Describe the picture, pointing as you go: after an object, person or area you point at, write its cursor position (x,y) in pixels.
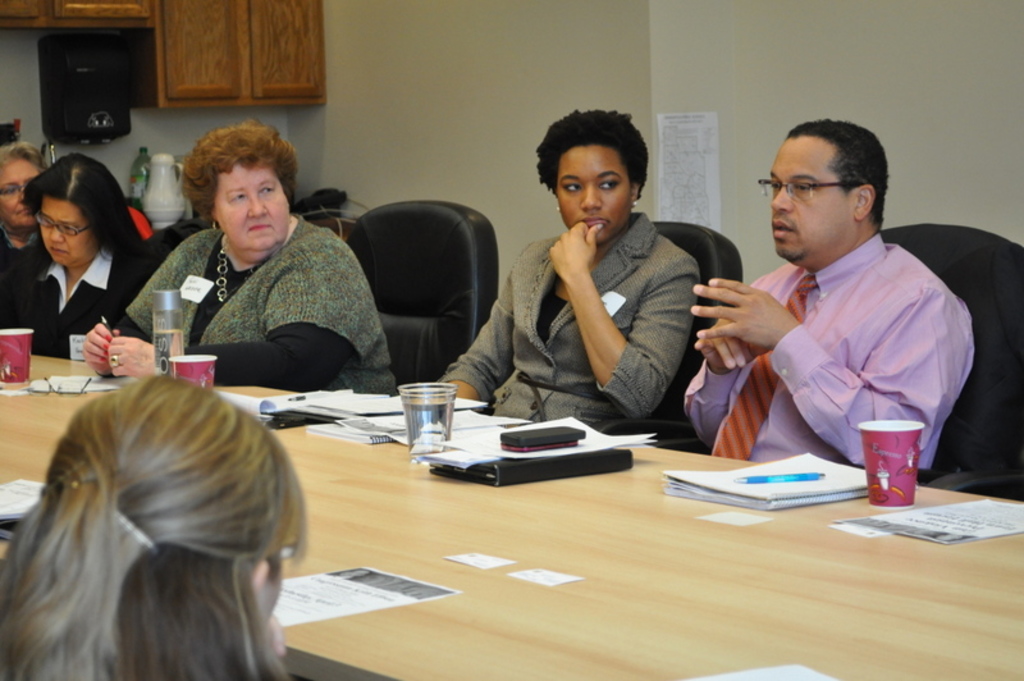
Here I can see few people (313,359) are sitting on the chairs (394,311) around the table (419,528). The man (814,389) who is sitting on the right side (812,328) is speaking. Most of the remaining people (225,319) are looking at this man (839,350). On this table (668,557) books (504,476), papers (517,453), glasses (418,443), bottle (175,303), mobiles (527,444) and some other objects (485,480) are placed. In the background (648,97) there is a wall (664,72) on which a paper (694,174) is attached. In the top left (270,61) hand-corner there is a cupboard (257,59) and also I can see a black color object (93,81) which seems to be a speaker (115,110). At the back of these people (230,217) there is a table (326,220) on which few objects (172,197) are placed.
